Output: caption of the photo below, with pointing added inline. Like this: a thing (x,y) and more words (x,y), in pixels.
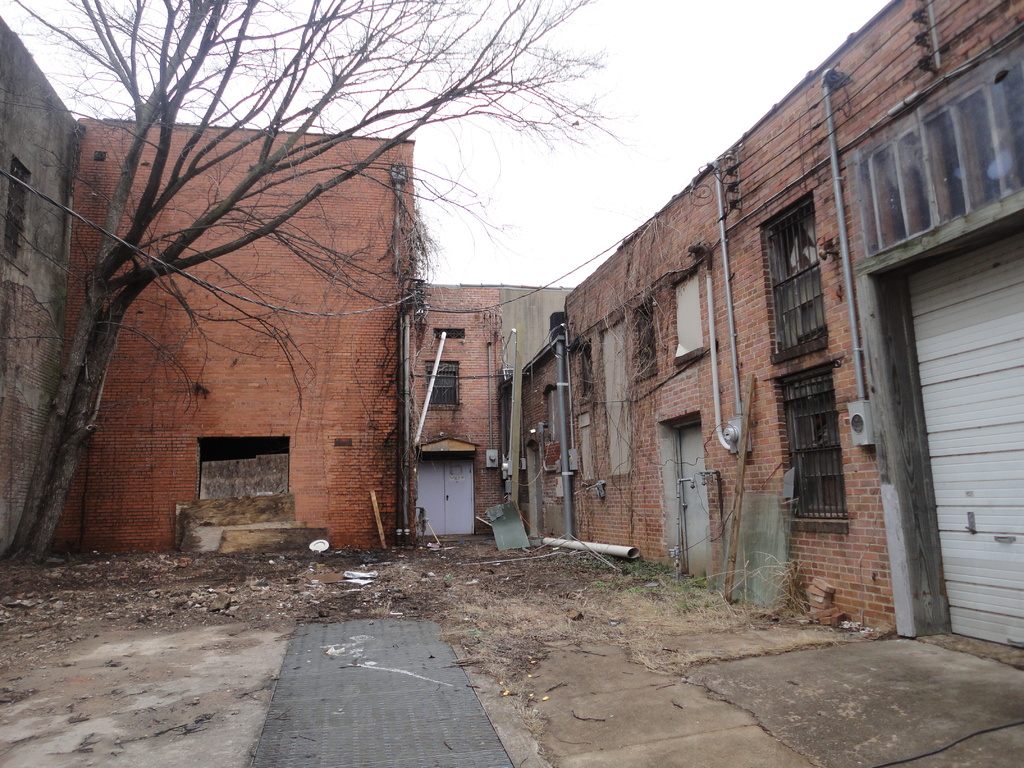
In this picture we can see a tree (371,39), buildings (284,374) with windows (874,229), pipes (421,436), doors (687,454) and in the background (678,89) we can see the sky (578,200).
